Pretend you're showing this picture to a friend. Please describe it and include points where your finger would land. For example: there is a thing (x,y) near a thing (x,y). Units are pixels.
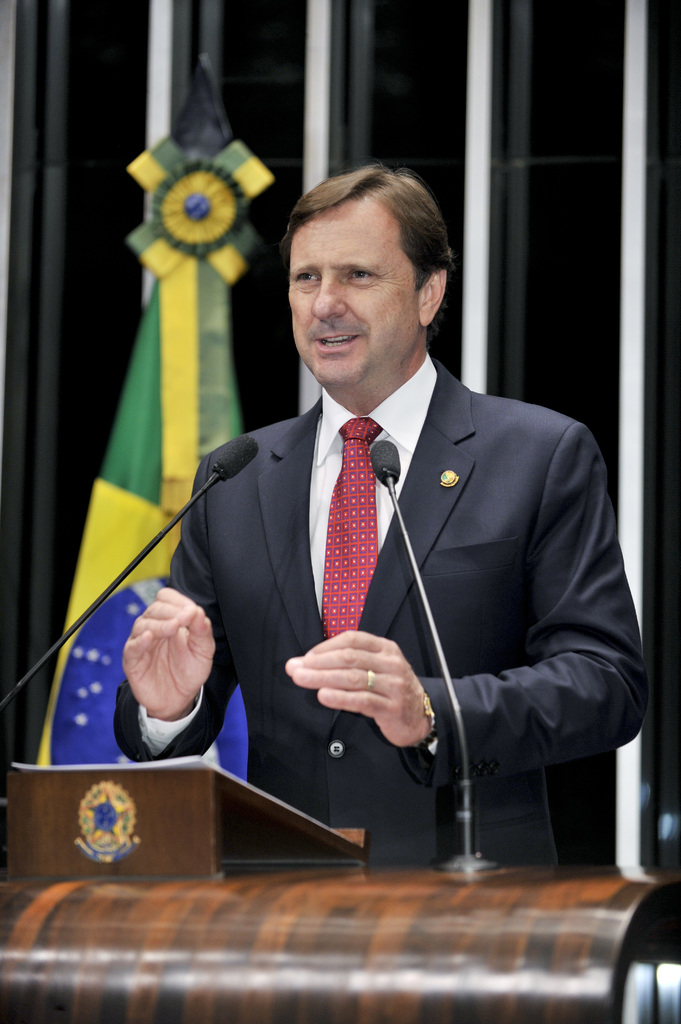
In the foreground of this image (439,492), there is a man (429,429) wearing a suit (472,500) is standing in front of a podium (452,905) on which there are mics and a book holder (191,795). In the background (193,235), it seems like a flag (154,414) and few white objects (322,105).
